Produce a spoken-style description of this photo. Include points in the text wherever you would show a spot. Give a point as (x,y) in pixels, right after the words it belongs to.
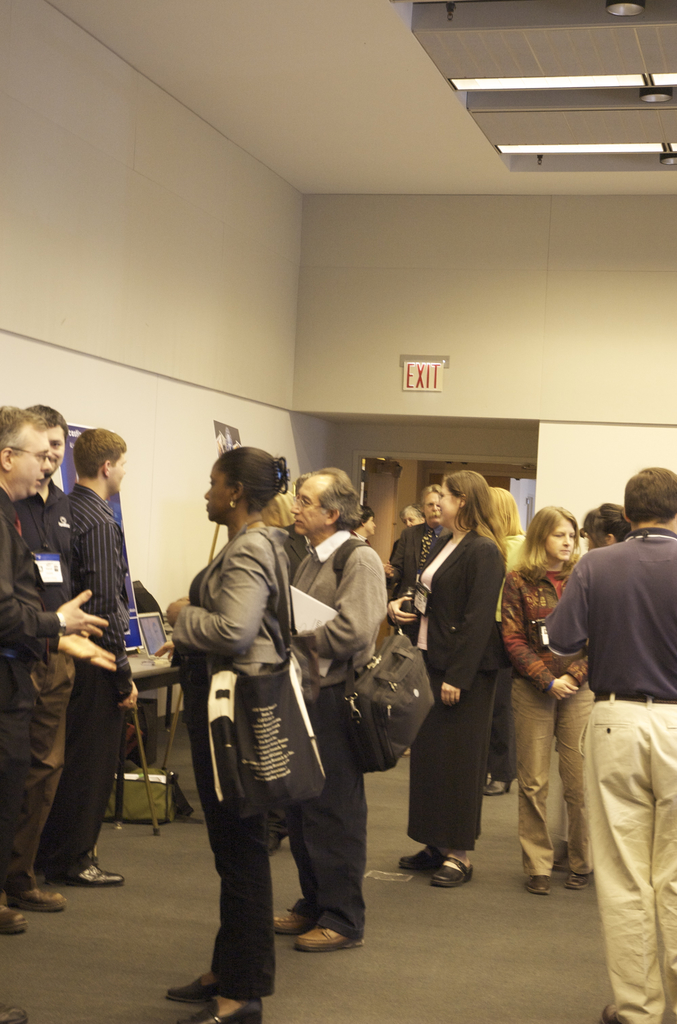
There is a group of persons (331,662) standing in the middle of this image (243,629). There is a laptop (159,634) kept on a table (140,687) is on the left side of this image (149,664). There is a wall (367,421) in the background (381,395). There is a floor (390,964) at the bottom of this image (428,941).
